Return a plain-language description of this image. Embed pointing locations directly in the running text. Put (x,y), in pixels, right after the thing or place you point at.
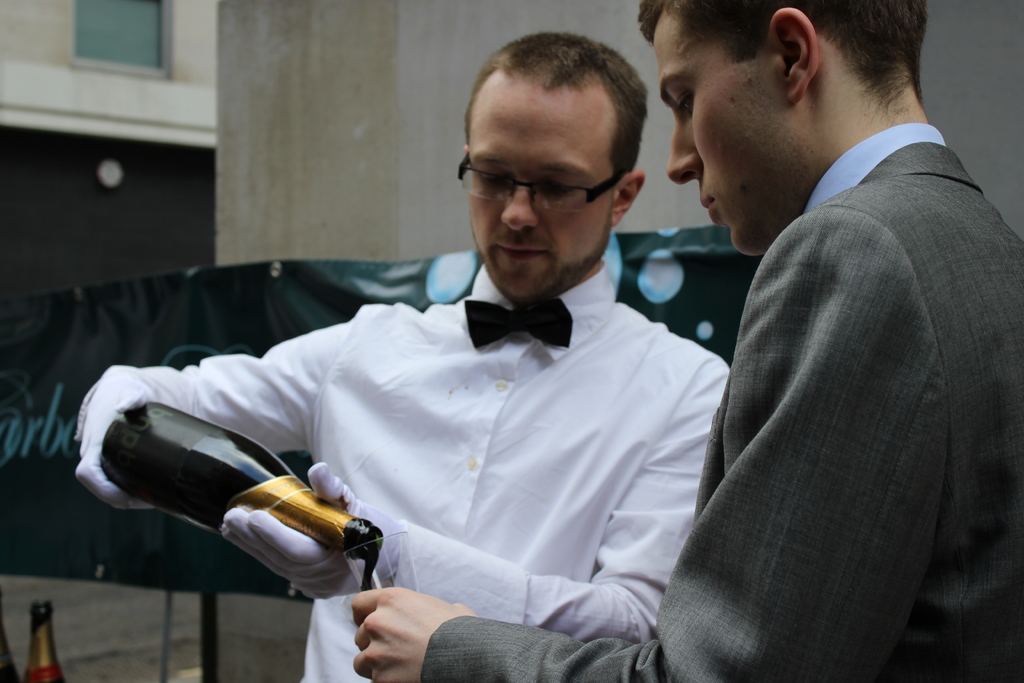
Here we can see two men (424,593) standing and the guy (665,531) in left side (338,452) is holding a bottle (290,469) and pouring the champagne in the glass (370,559) held by the man (738,575) in the right side (790,449).
